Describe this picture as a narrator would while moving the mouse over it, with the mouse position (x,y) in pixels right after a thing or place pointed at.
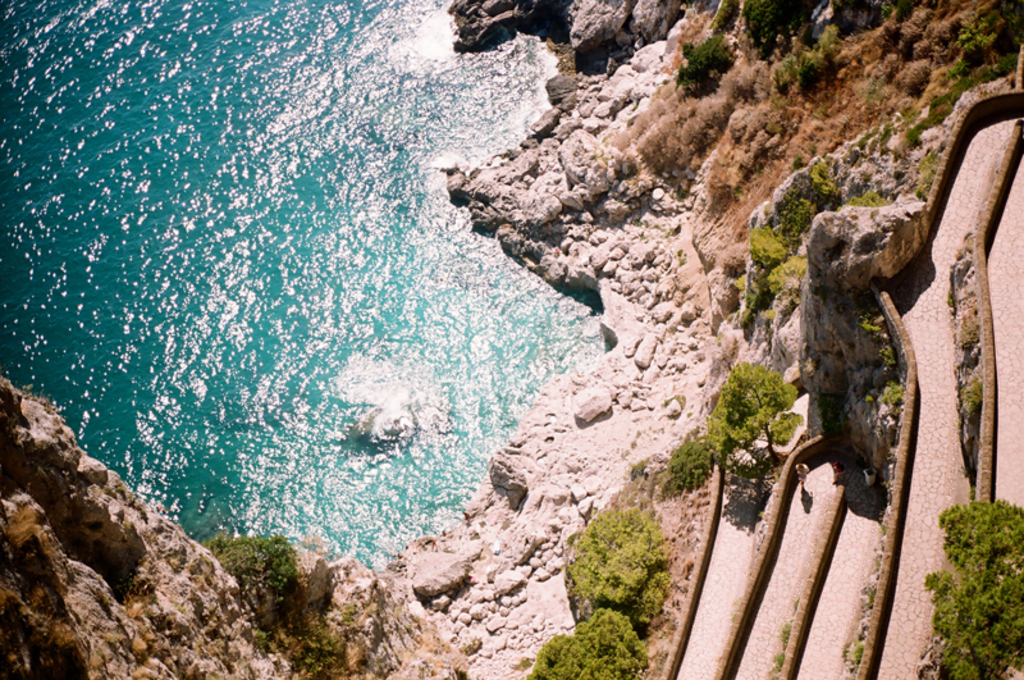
In the image we see water (291,283), which is surrounded by land (620,371) and there are rocks (576,442) on it and there is a bit of greenery (781,243) and there is a path (805,556) too.
